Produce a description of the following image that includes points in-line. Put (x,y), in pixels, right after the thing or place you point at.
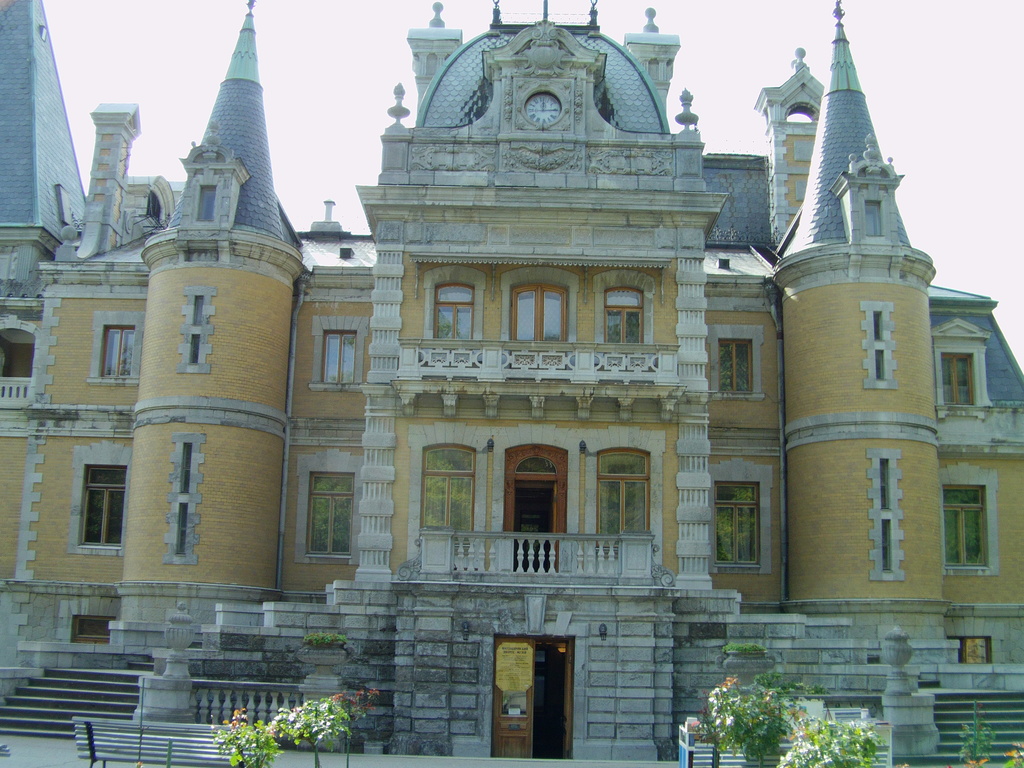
At the bottom (78,685) we can see plants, benches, steps (43,729) and a board (510,680) on the doors (513,742). In the background (509,729) we can see a building (821,495), windows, doors (513,722), fences (590,540) and sky (128,93).
